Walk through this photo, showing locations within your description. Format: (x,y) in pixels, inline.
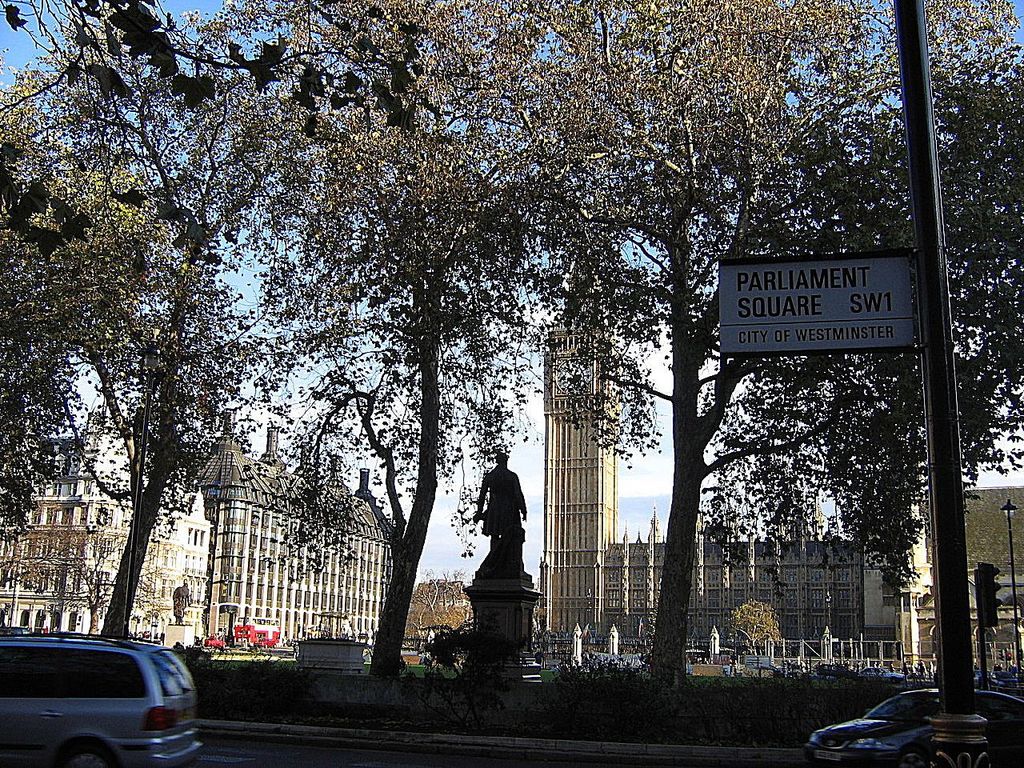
In this image there are a few cars (141,646) passing on the road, beside the cars (39,643) there are trees (437,620) and a statue (497,619), in the background of the image (428,587) there are buildings (578,585).
